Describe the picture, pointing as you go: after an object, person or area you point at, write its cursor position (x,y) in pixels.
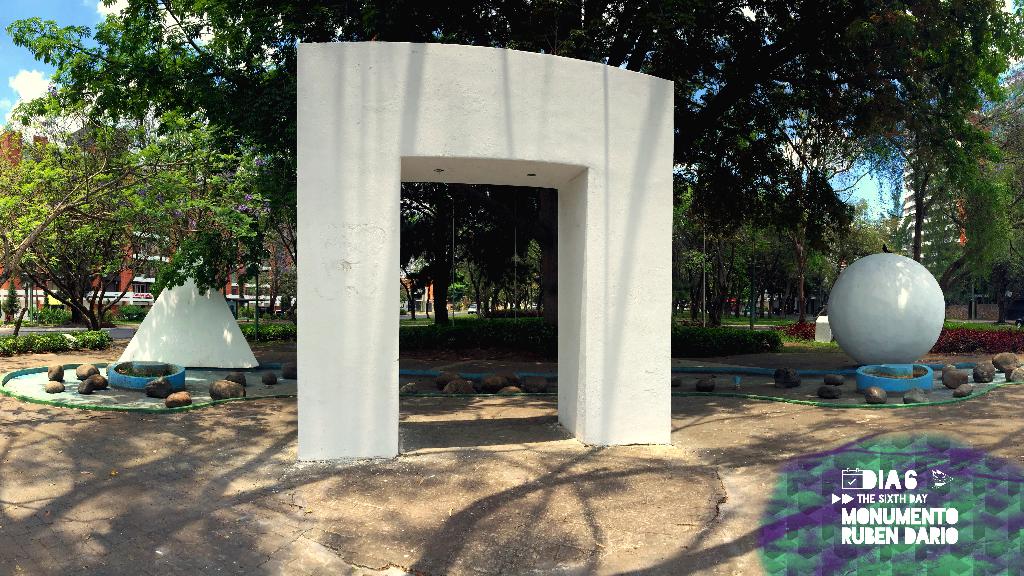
In this picture I can observe some trees (190,211). There are some stones (89,374) in the middle of the picture (529,382). In the bottom right side (894,489) I can observe watermark (870,516). In the background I can observe sky (17,52).
